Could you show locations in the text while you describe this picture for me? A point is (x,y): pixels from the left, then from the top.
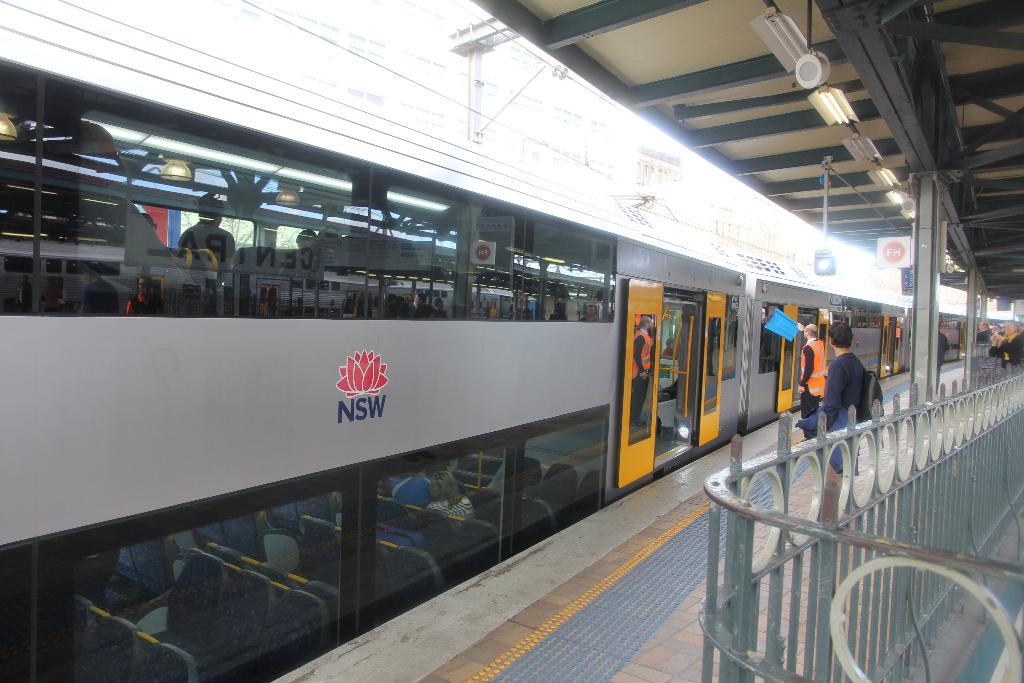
In this picture we can see a train (662,438) with a group of people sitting inside it and some people (1009,323) standing on a platform (590,674), fence (804,526), wires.
